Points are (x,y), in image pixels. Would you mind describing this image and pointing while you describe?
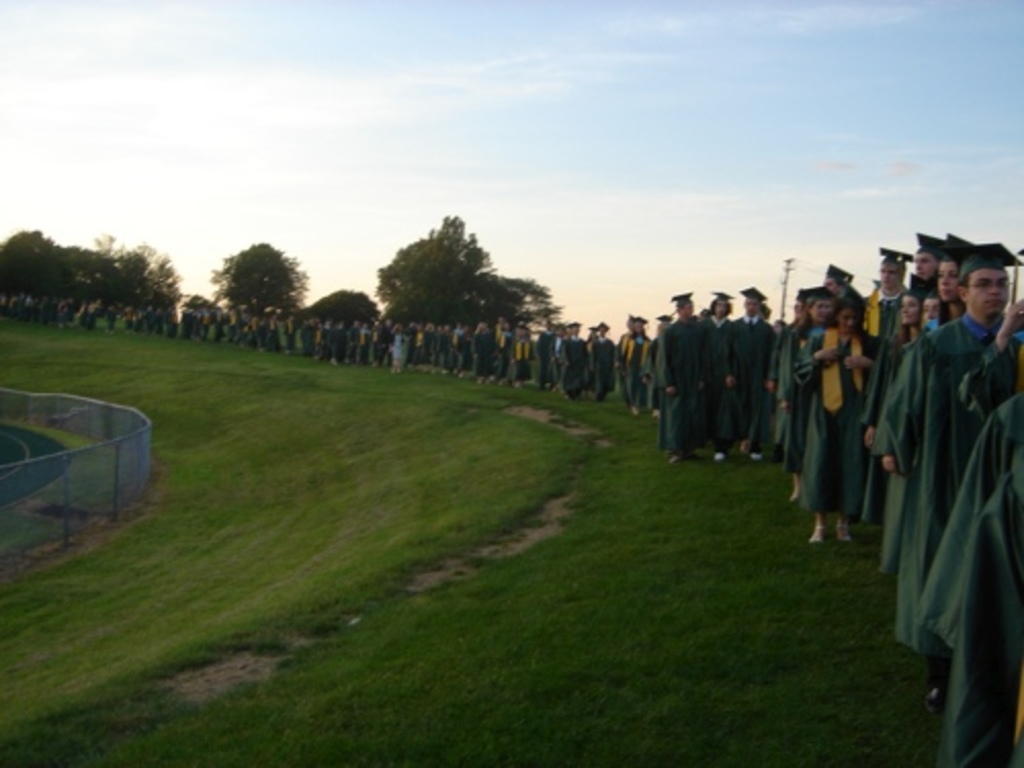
In this image we can see these people (363,358) wearing coats (936,383) and hats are standing in the queue (1012,478) on the grassland (664,532). Here we can see fence (5,525), trees (523,289), current pole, wires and the sky (540,126) with clouds (212,100) in the background (595,126).
